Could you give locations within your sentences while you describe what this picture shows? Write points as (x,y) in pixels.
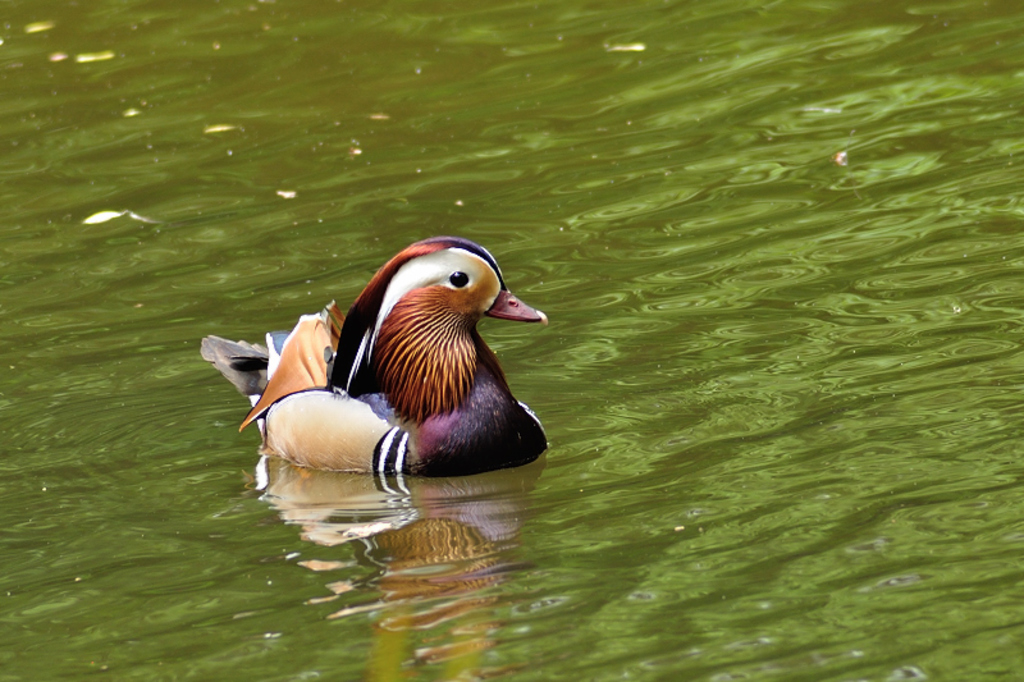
In this image we can see a bird (436,364) in the water (48,510).
